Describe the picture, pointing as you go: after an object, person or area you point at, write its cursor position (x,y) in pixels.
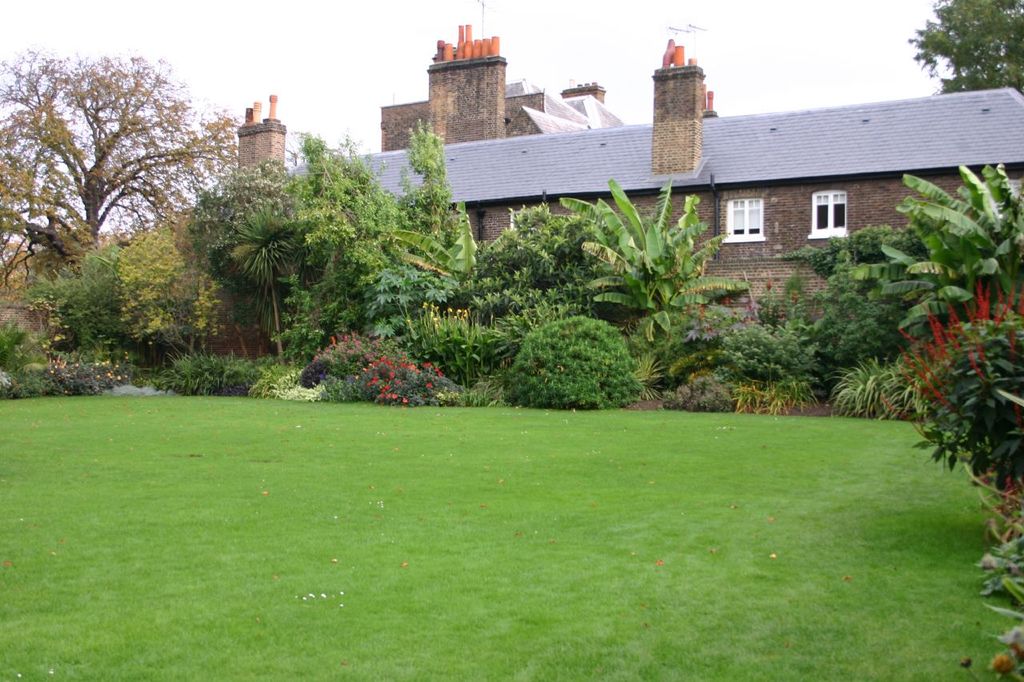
In this image I can see the grass (439,548). In the background (502,376), I can see the trees (854,272) and a house (503,220).
